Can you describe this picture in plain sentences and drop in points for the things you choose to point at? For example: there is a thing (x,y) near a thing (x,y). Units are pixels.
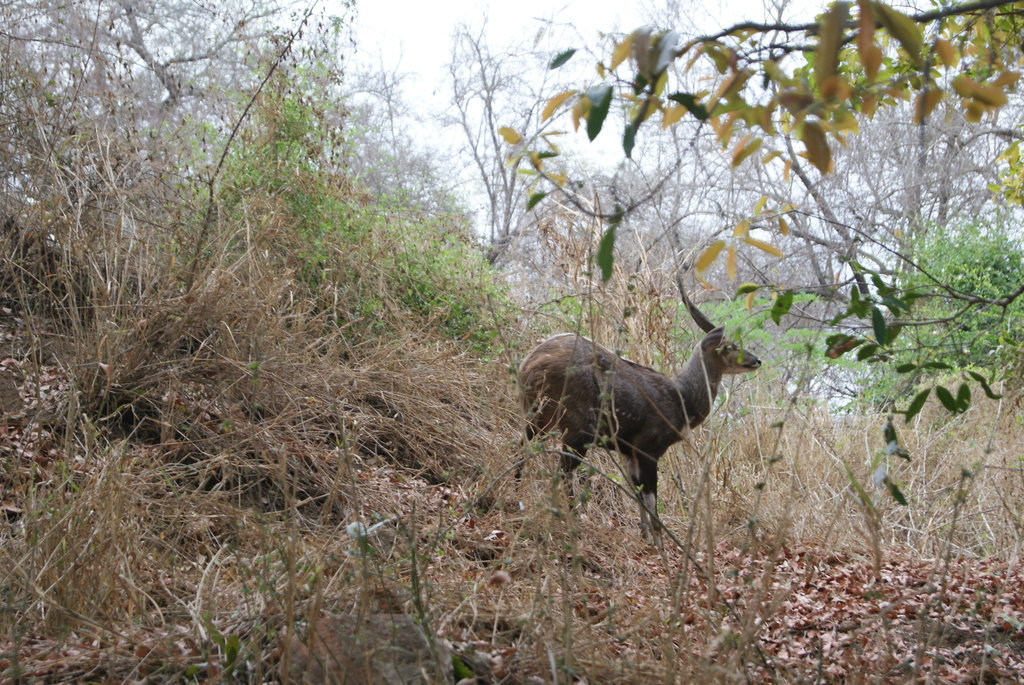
In this image we can see an animal (560,415). In the background of the image (857,533) there are trees (161,111), twigs (991,480), dry leaves (739,576), plants (546,489), sky (480,14) and other objects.
